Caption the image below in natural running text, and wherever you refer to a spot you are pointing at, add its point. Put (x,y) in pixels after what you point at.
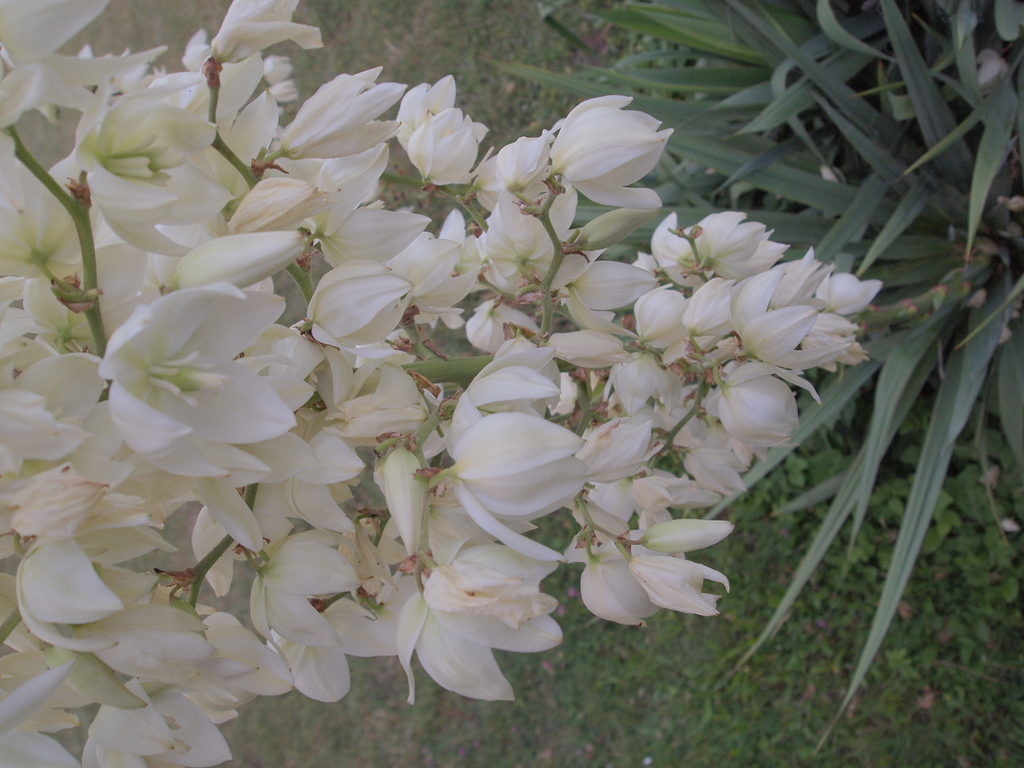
In this picture I can observe white color flowers (208,339). On the right side (905,148) there are plants (883,371). In the background (571,700) I can observe some grass (460,89) on the ground (146,12).
